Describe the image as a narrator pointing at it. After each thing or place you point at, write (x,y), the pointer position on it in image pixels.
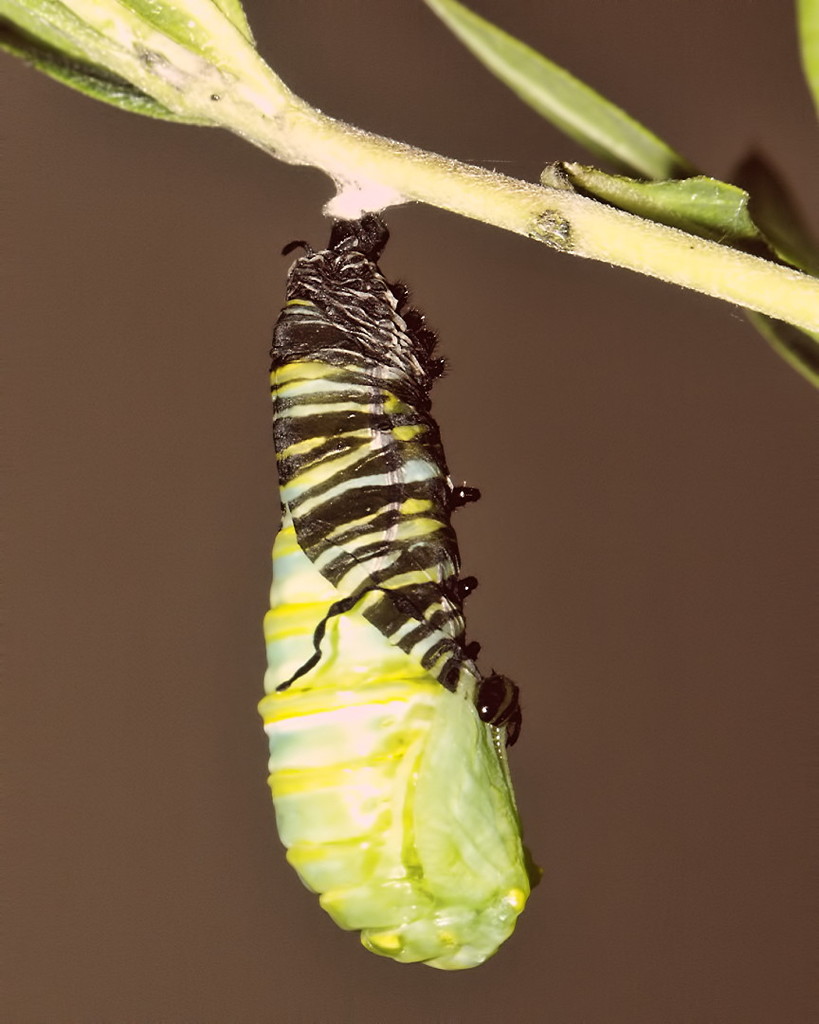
At the top of this image (510,197), there is a plant (593,222) having leaves (189,43). In the middle of this image (291,674), there is an insect (450,859) attached to this plant (414,161). And the background (421,224) is in gray and brown color combination.
